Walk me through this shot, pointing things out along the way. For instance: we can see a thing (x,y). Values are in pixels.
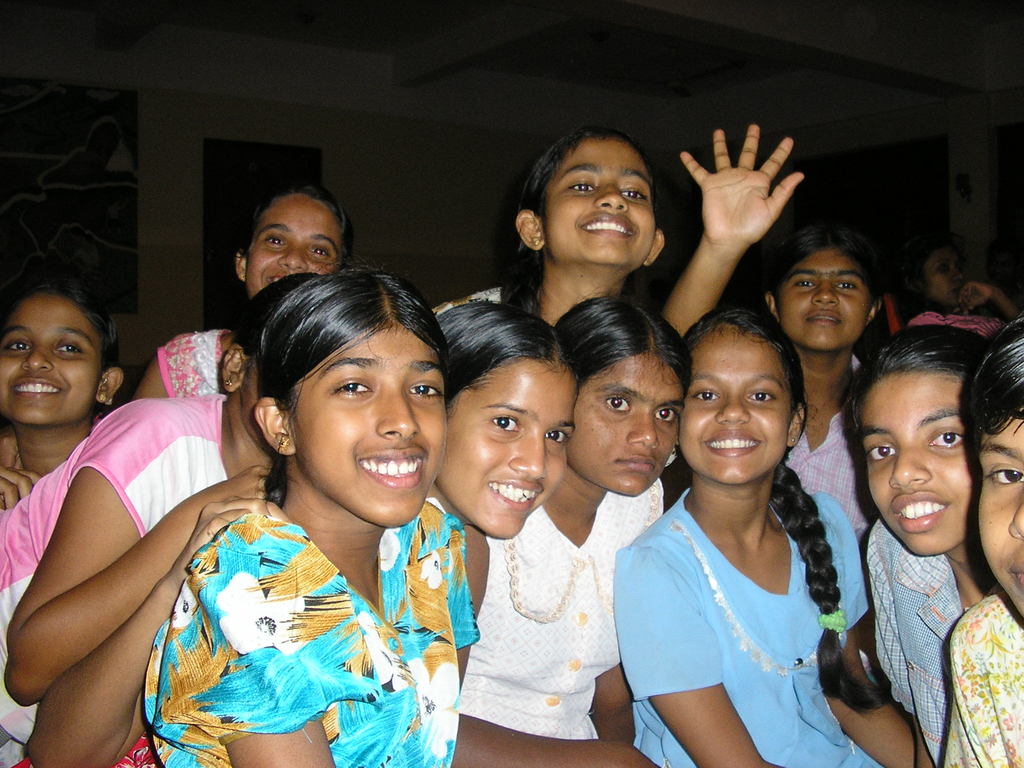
In this picture we can see a group of girls (164,634) smiling and in the background (165,301) we can see a person (941,315), wall (435,214), ceiling (930,24) and some objects (300,177).
